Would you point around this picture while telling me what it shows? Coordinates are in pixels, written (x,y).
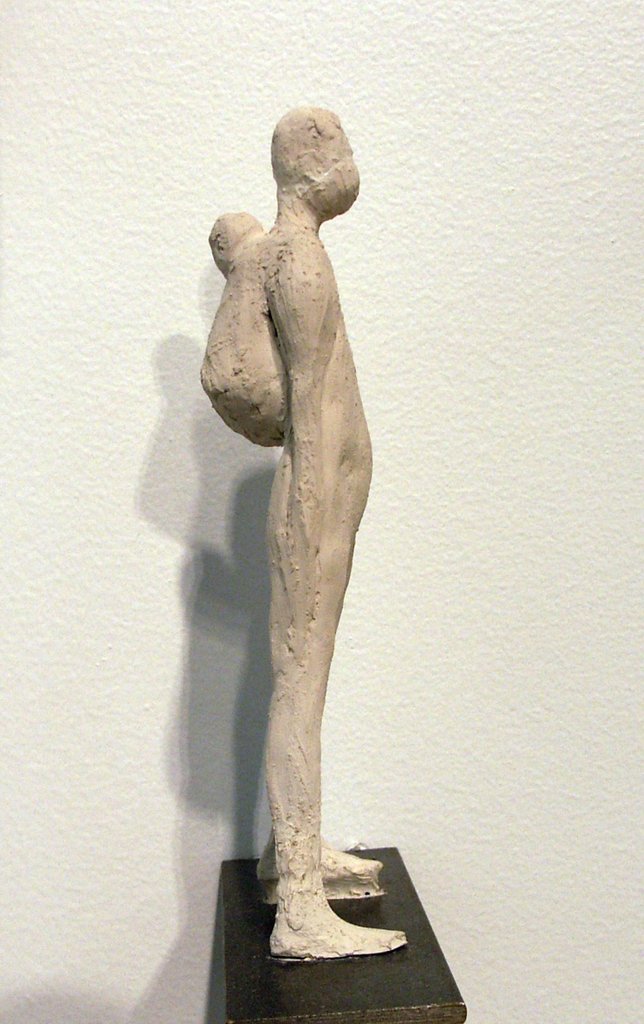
In this image I can see a statue of a person (302,203) which is brown in color on the black colored object (276,962). I can see the white colored wall (476,395) in the background (210,271).
